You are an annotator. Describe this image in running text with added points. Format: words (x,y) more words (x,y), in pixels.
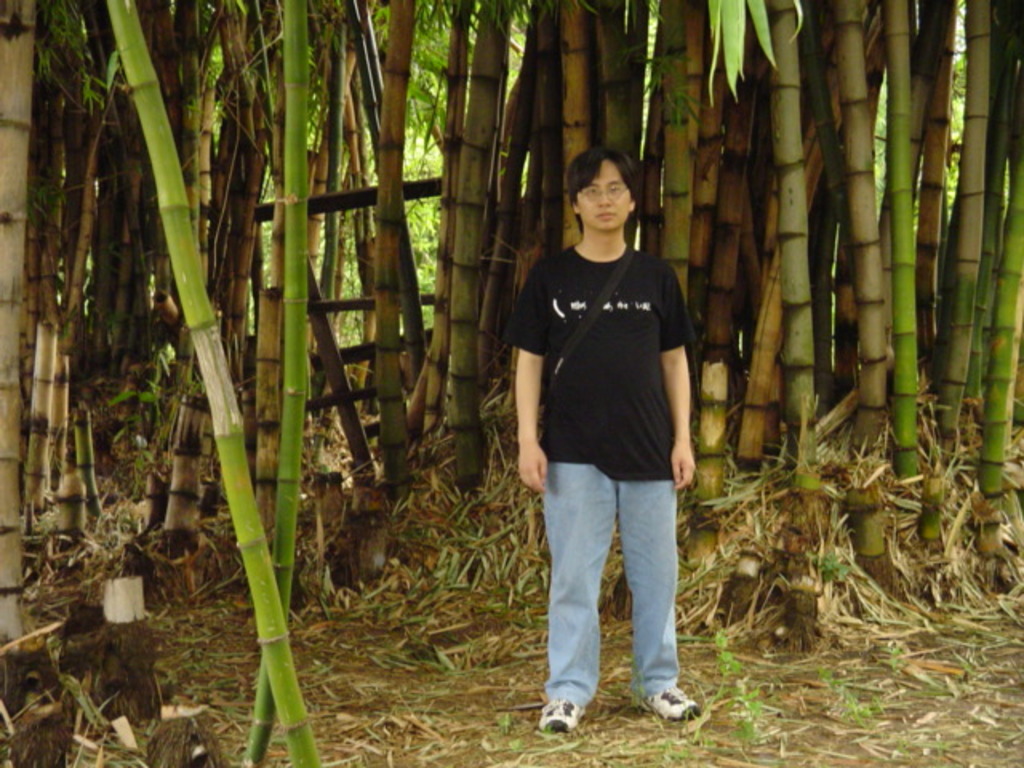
In this picture there is a man (589,327) in the center of the image (648,423) and there are trees (17,391) in the background area of the image (448,302).
